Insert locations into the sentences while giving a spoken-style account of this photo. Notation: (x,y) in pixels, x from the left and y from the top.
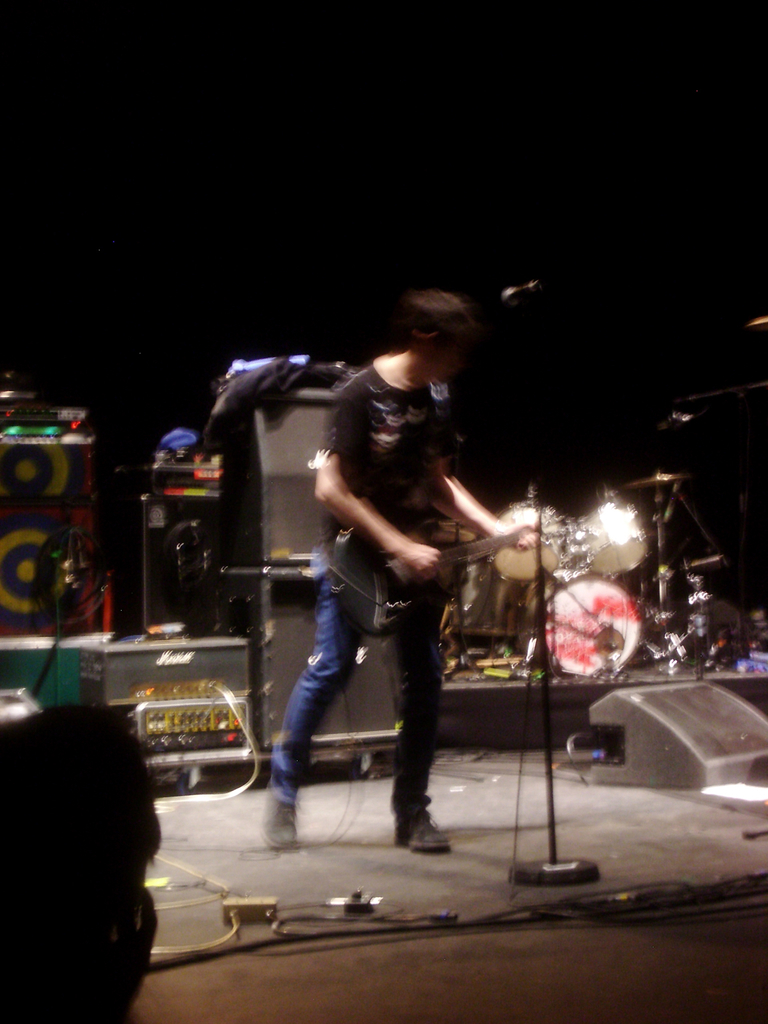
In this image I can see a person (319,573) holding a guitar (366,579), standing on the floor (253,804), in front of him I can see a mike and at the top (193,190) I can see dark view (158,195), in the middle (381,663) I can see musical instruments (546,520).
